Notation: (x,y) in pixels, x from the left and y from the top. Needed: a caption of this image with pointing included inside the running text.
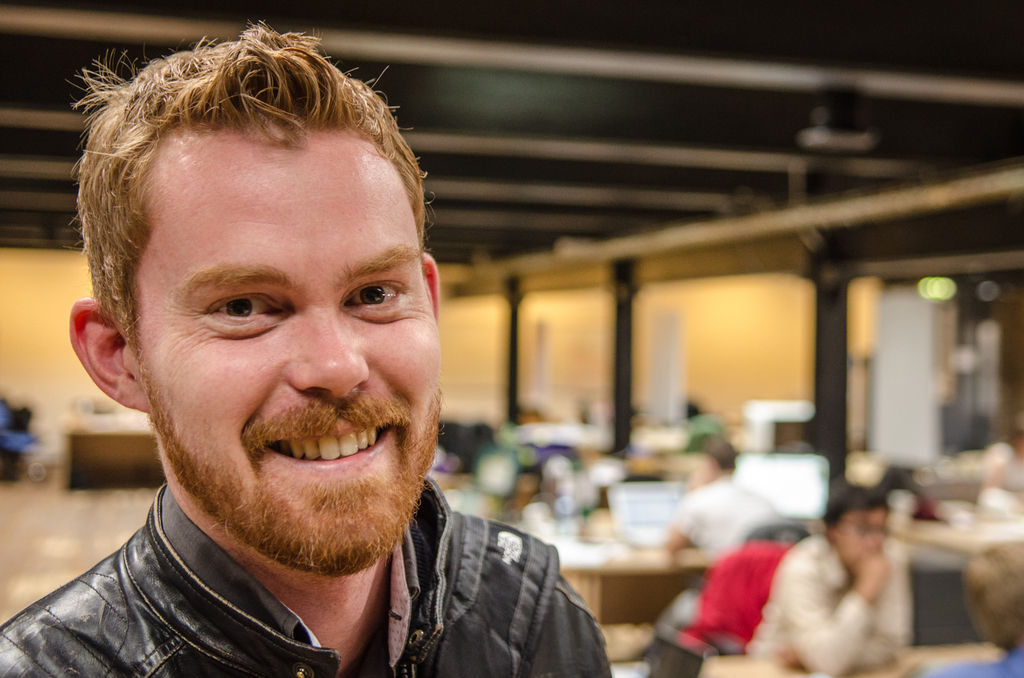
In this image we can see the person (294,351) standing and there is a blur background (968,4).
